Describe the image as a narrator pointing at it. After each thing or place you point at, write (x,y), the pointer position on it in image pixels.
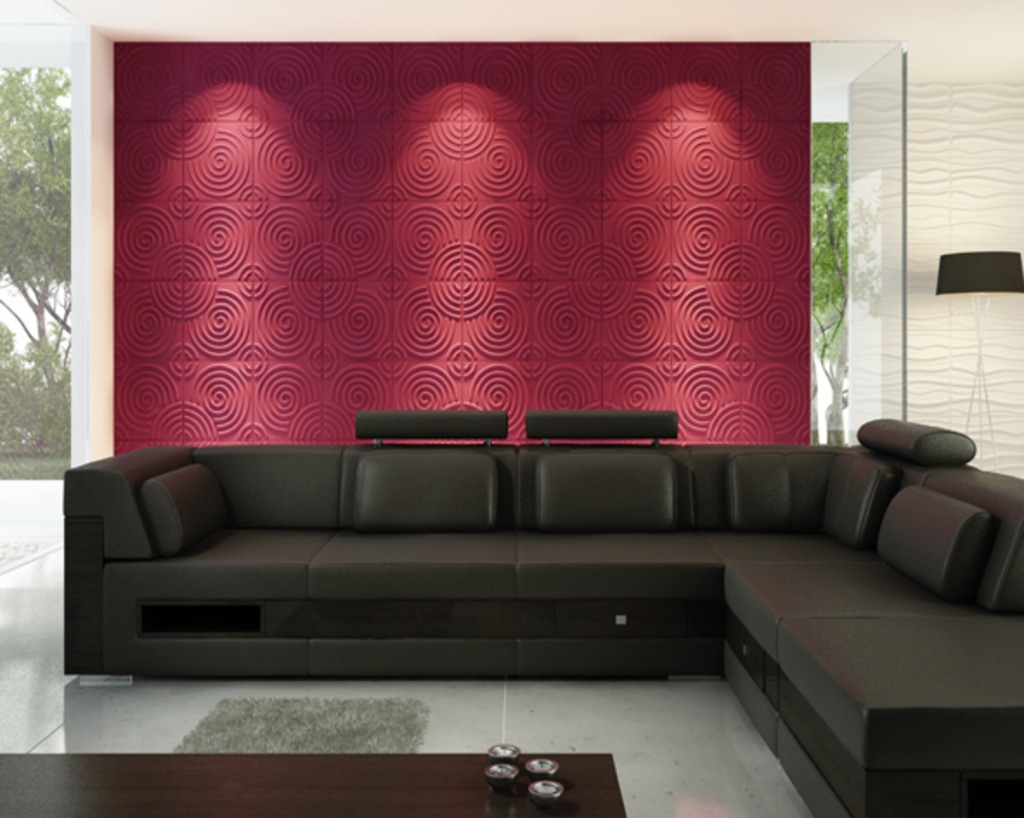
This picture is of inside. On the right corner (970,286) we can see a lamp (984,267). In the center (488,498) there is a couch (402,537), and a floor (128,709). In the background (183,149) we can see a wall (641,104) with wall art (514,241) and in the left corner (30,102) we can see the outside view (27,196) consists of trees (29,147) and plants (41,425).
